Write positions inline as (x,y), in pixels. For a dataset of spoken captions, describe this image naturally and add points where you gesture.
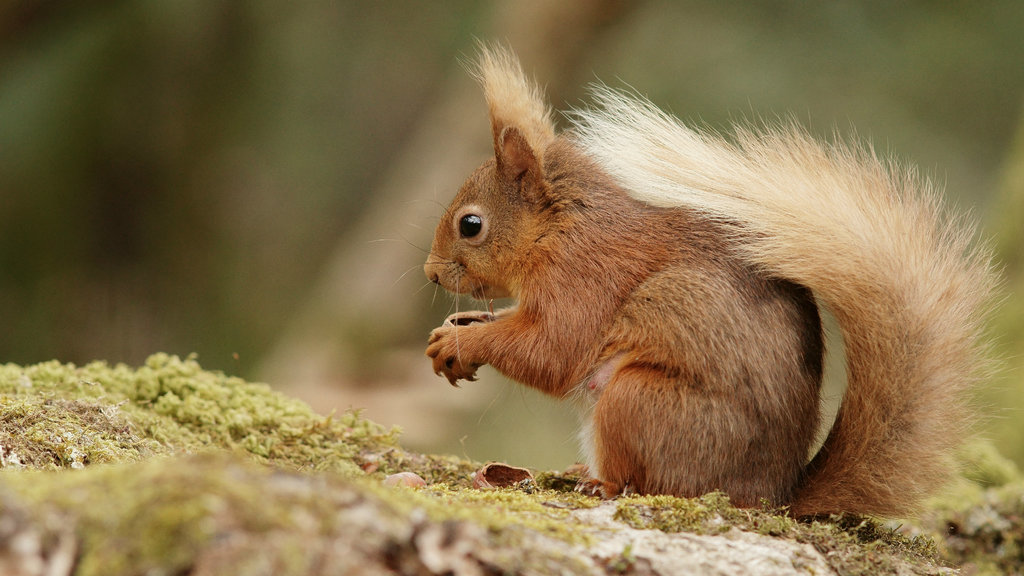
This picture is clicked outside. On the right (781,202) there is a squirrel (692,337) sitting on the ground (645,500) and seems to be holding some object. The background of the image (992,81) is blur and we can see the small amount of green grass (221,412).
